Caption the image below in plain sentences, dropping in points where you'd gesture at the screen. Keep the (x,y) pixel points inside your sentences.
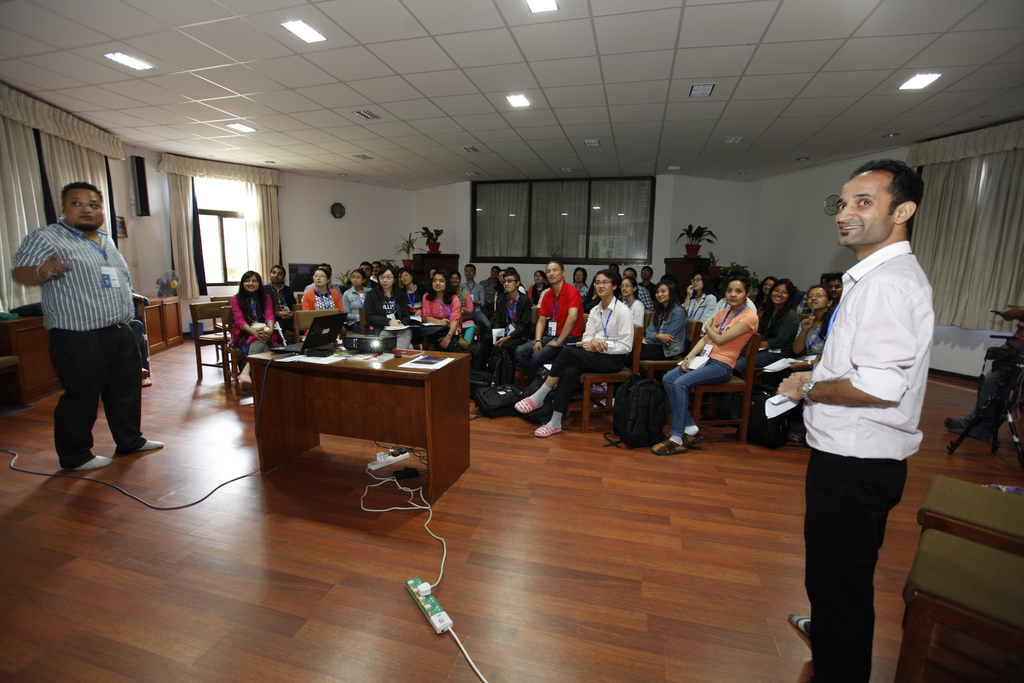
In this image I can see 2 people (35,274) standing in a room (220,289). There is a projector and a laptop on a table (350,389). People (695,316) are sitting on the chairs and there are plants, windows (211,180), curtains (999,285) and door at the back (246,264). There are lights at the top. There are wires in the front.
